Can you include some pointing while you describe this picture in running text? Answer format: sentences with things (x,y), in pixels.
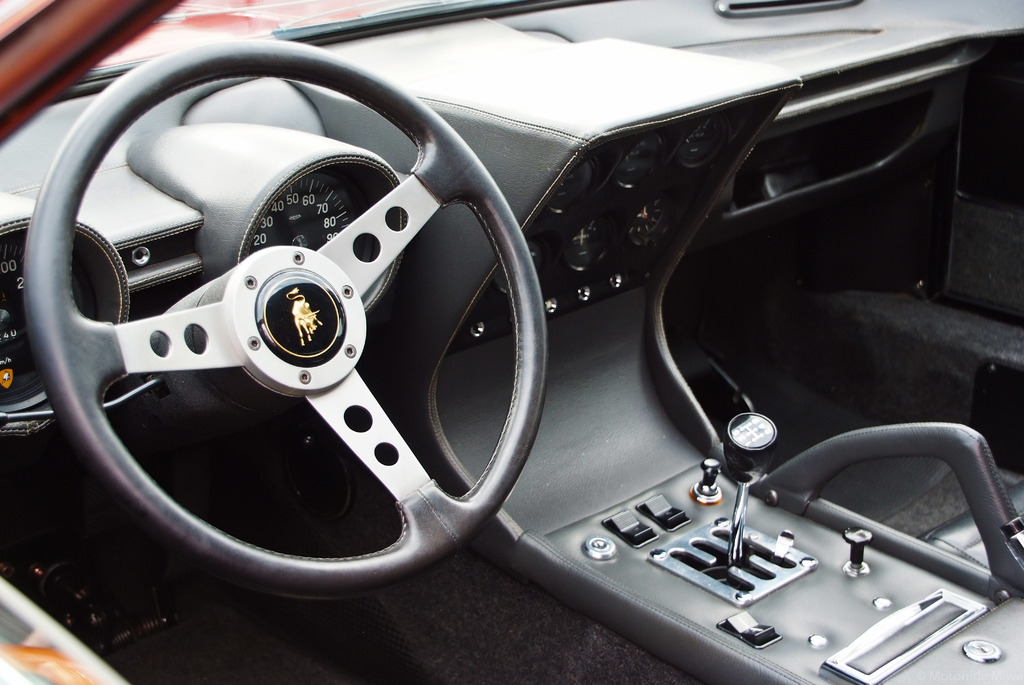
This is a inside view of a car (496,235) as we can see there is a steering (271,282) on the left side of this image (172,301) and there is a gearing system (736,516) in the bottom of this image (744,580).
